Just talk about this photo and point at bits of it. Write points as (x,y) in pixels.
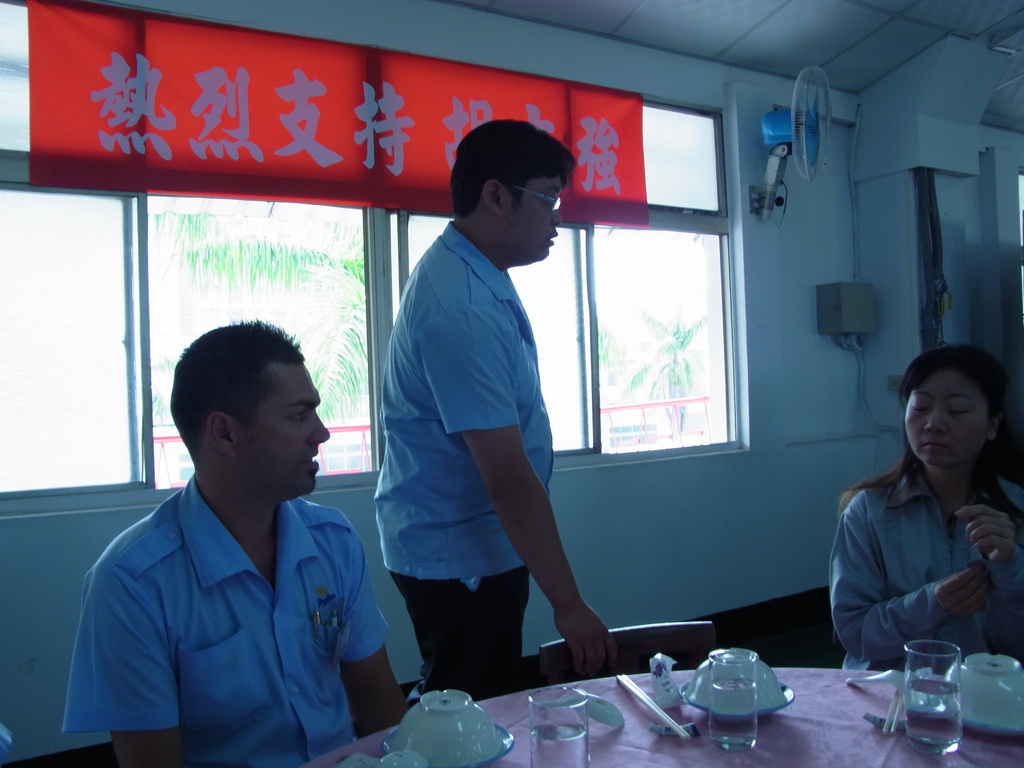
In this image I can see three people (855,582) in-front of the table (620,743). On the table (716,755) I can see the glasses (588,761), bowls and the chopsticks (661,714). In the background (379,290) I can see the board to the window (623,343) and there is a fan (793,139) to the wall (791,175). I can see the plants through the window (356,346).
